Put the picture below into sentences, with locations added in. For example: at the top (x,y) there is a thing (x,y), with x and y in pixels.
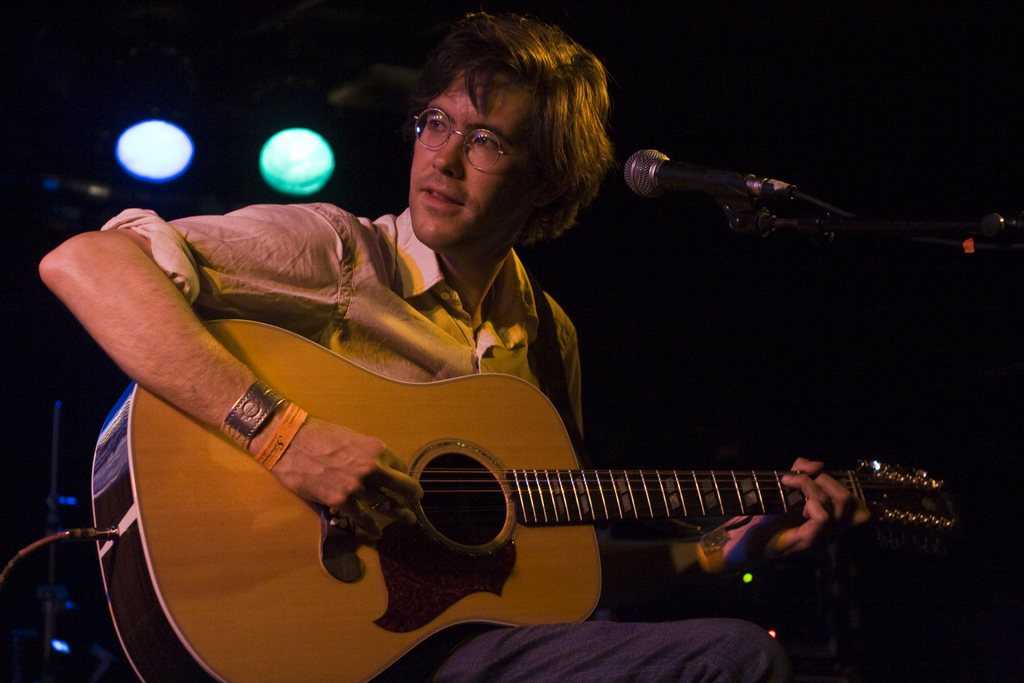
In this image I can see a person (424,137) wearing specs (473,143) and a shirt (528,332). He is sitting in front of the mic (699,178) and playing the guitar (429,551). In the background (637,209) there is total black and I can see two lights (313,184).
